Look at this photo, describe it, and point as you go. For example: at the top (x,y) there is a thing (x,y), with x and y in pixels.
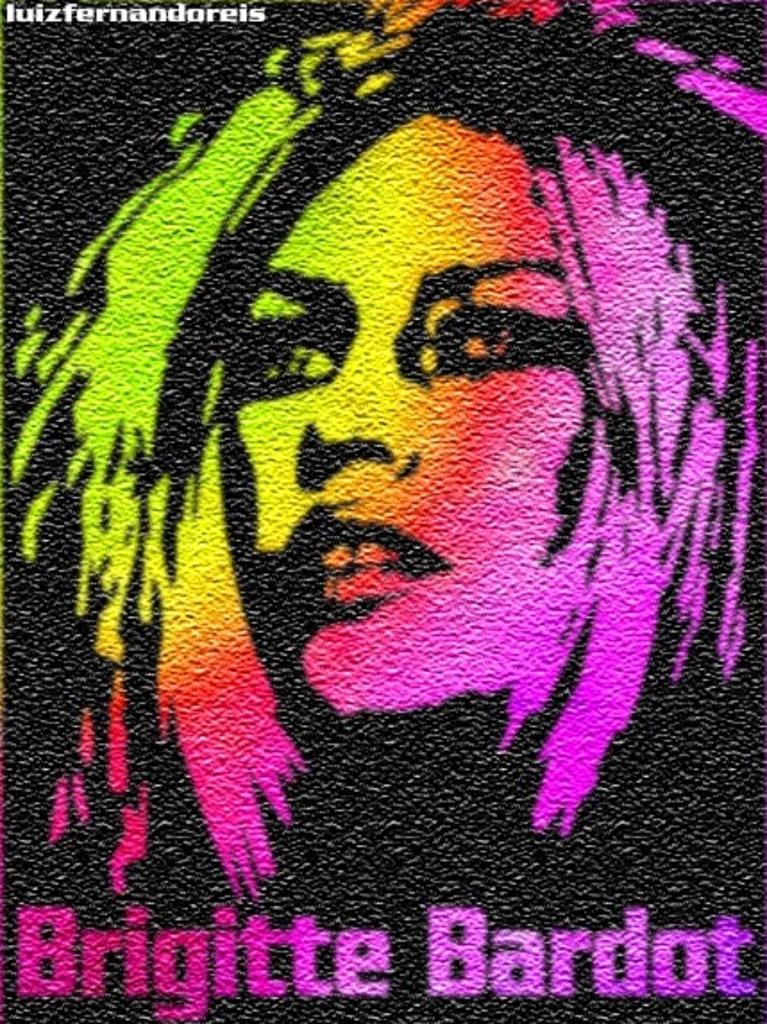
This is an edited picture. In this image there is a picture of a person (118,764). At the top left (168,10) there is a text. At the bottom (435,946) there is a text (536,997).
